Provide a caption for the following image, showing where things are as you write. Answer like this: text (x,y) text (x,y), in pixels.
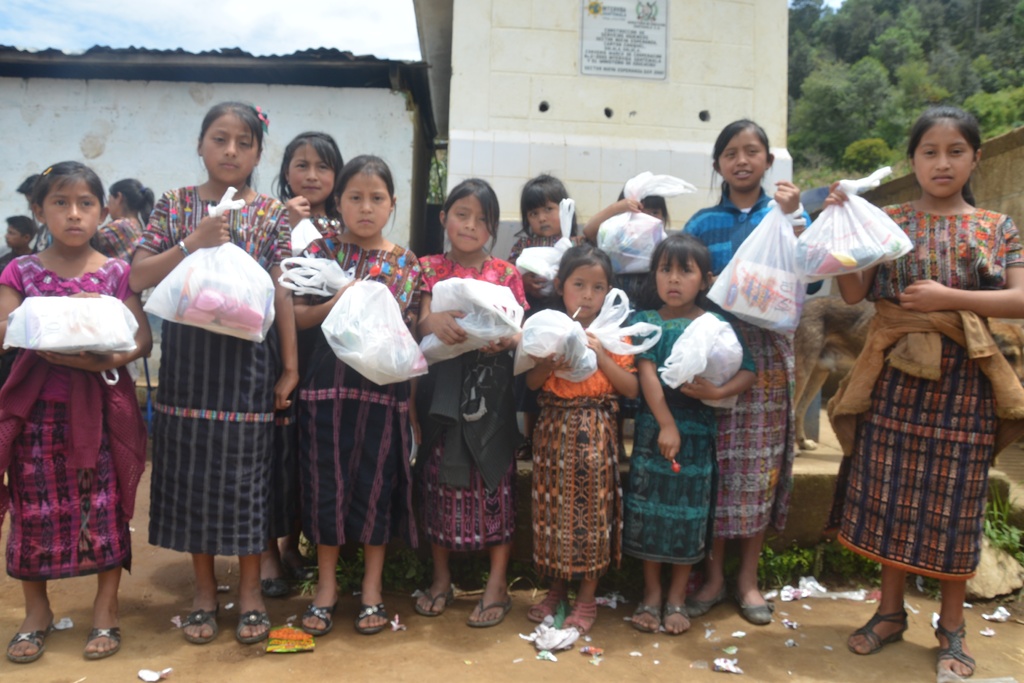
In this picture I can see couple of houses (433,100) in the back (551,62) and few girls (972,421) standing holding carry bags (216,267) in their hands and I can see trees (879,117) on the top right corner (913,68) and I can see blue cloudy sky (177,37) on the top left (146,9) and I can see a poster (612,45) on the wall (622,80) with some text (599,67) and I can see few people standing at the back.
